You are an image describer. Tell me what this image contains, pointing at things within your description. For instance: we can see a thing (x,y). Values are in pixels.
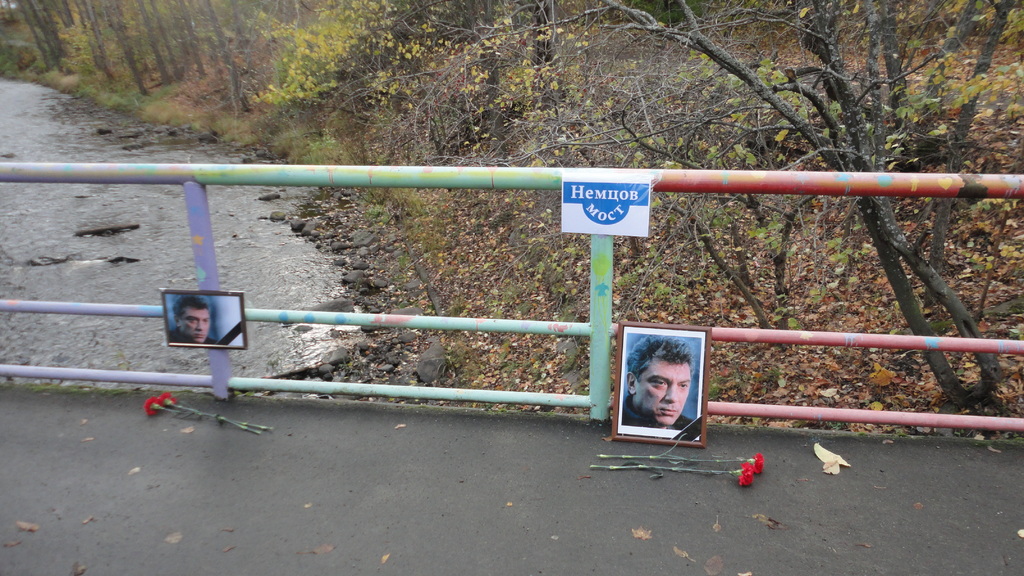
In the image I can see a fencing (11,307) to which there are two pictures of people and some flowers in front of them and behind there is a river (107,242) and also I can see some trees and plants (838,228).
